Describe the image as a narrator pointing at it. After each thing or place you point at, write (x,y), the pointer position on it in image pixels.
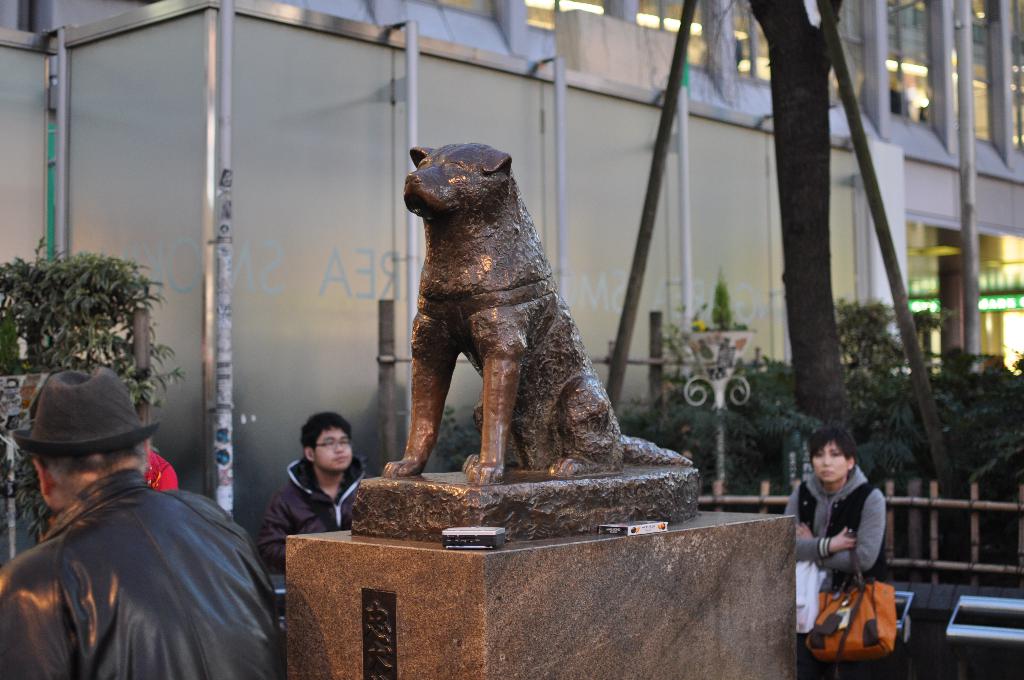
This image is taken outdoors. In the background (443,88) there is a building (709,95). There are a few iron bars (556,185). There is a tree (812,184). On the left side of the image (88,327) there is a plant (15,315). There are two persons (182,530). In the middle of the image (488,308) there is a statue (424,322) of an animal (424,440) and there is a man (331,469) and a woman (847,528). On the right side of the image (940,379) there are a few plants (951,393). There is a railing (920,517). There is a board (993,301) with a text (920,305) on it. There is an empty bench (978,618).
